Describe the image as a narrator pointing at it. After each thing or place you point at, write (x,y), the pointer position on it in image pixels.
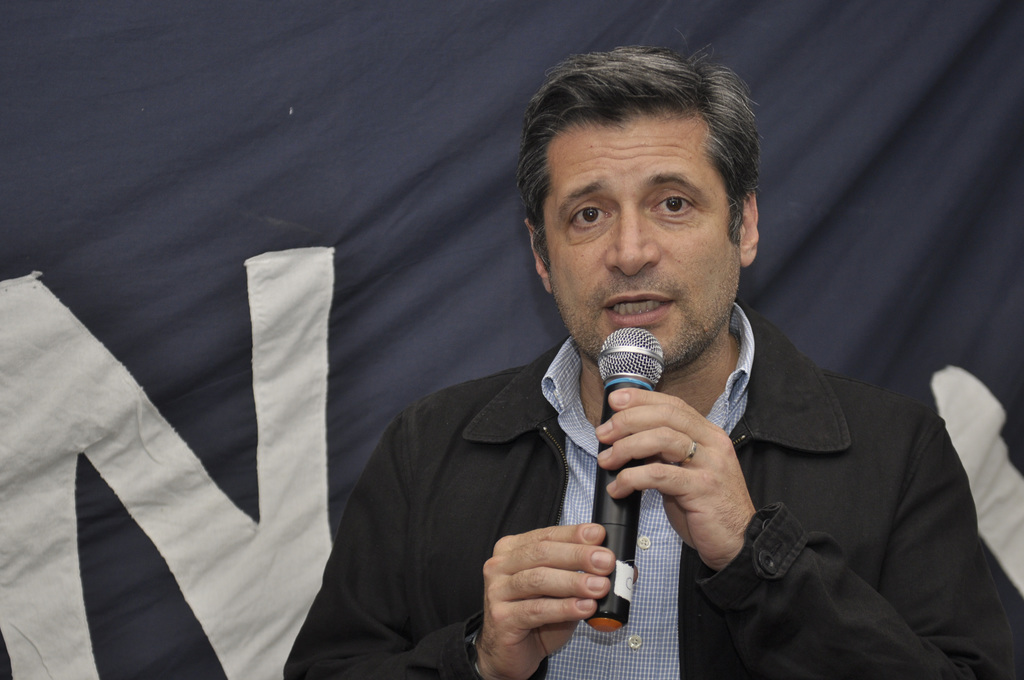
This picture shows a man (374,654) speaking with the help of a microphone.
